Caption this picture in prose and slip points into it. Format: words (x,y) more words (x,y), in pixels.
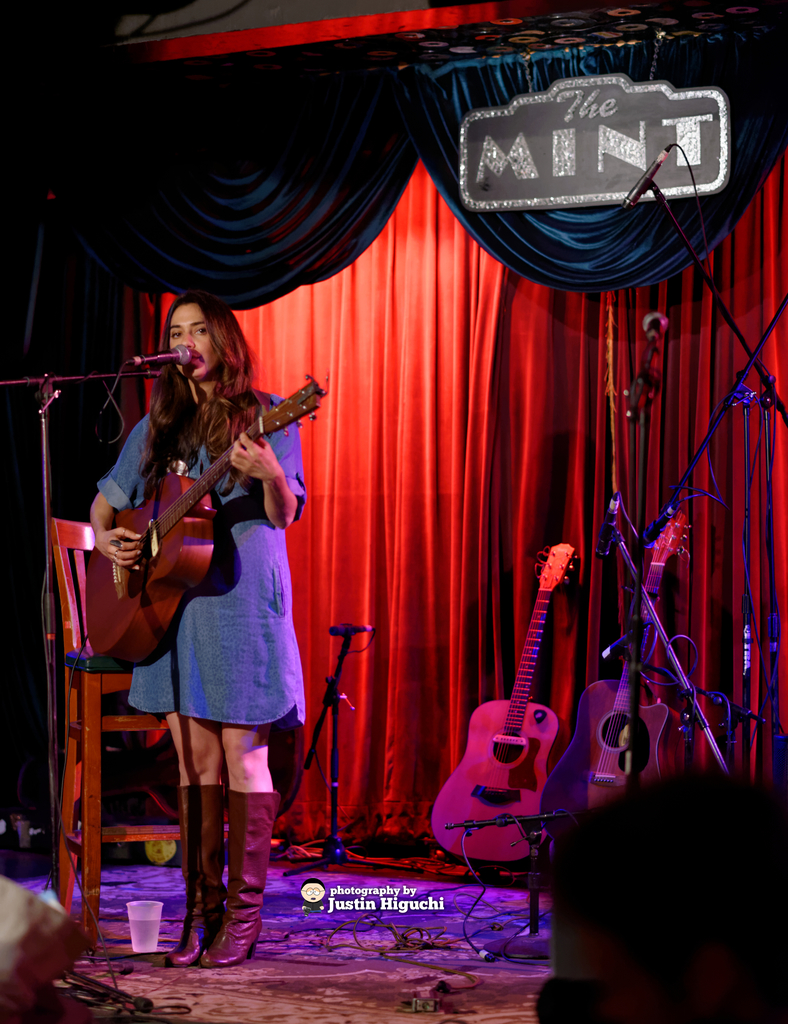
In the middle of the image (324,393) there are some guitars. Bottom right side of the image (743,707) there are some microphones (692,244). Bottom left side of the image (130,914) there is a glass (133,920) and there is a chair (73,638). In the middle of the image (268,478) a woman (197,308) playing guitar (196,513) and singing, Behind her there is a curtain (787,267).
